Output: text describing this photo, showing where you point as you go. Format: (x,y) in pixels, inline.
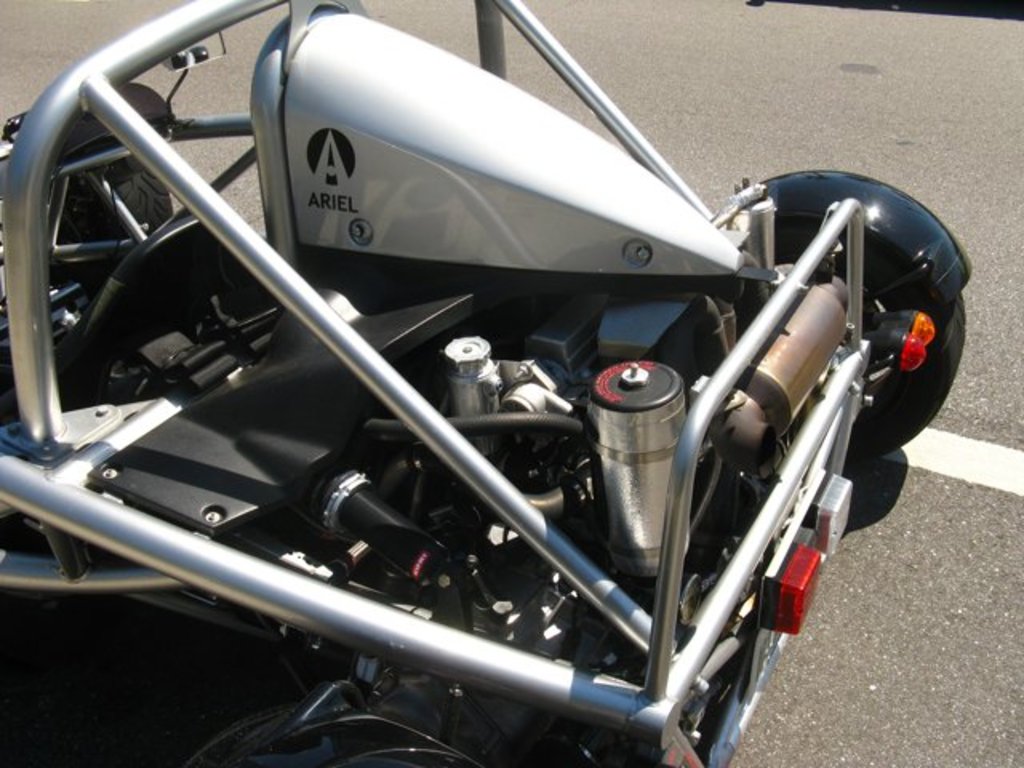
In the image in the center (416,446), we can see one vehicle (287,421) on the road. On the vehicle (473,340) we can see few objects (473,416).
